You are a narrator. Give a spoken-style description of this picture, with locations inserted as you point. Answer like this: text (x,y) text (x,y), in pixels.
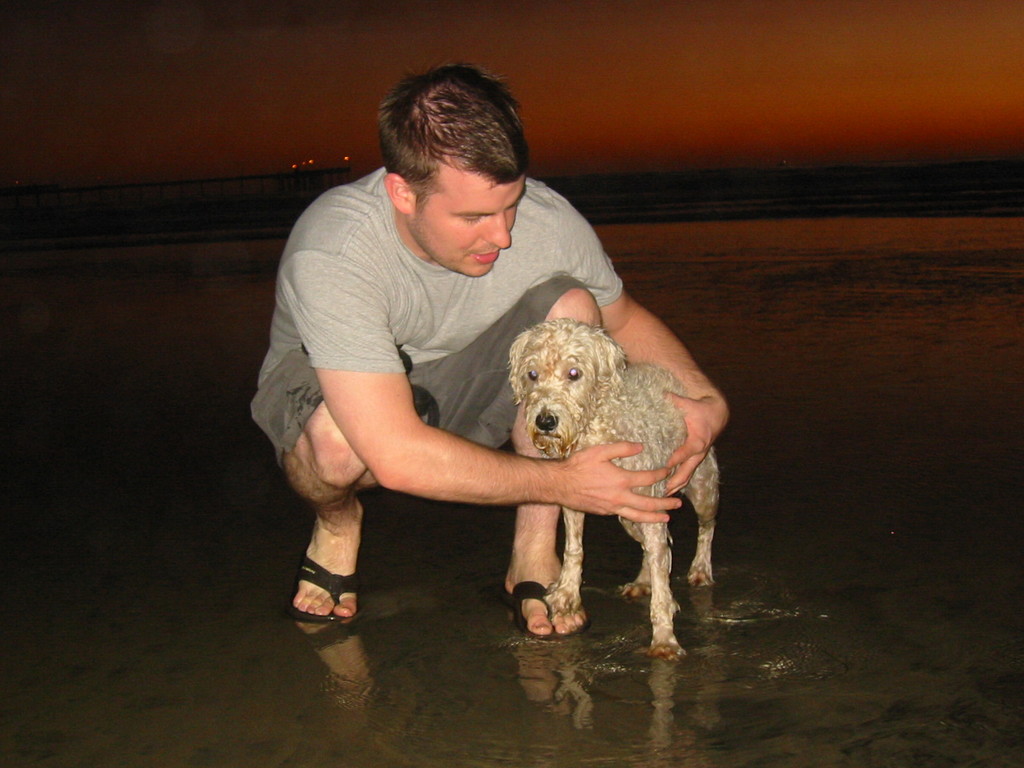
In this picture there is a person (502,377) holding a dog (517,372). We can see water (553,699).
